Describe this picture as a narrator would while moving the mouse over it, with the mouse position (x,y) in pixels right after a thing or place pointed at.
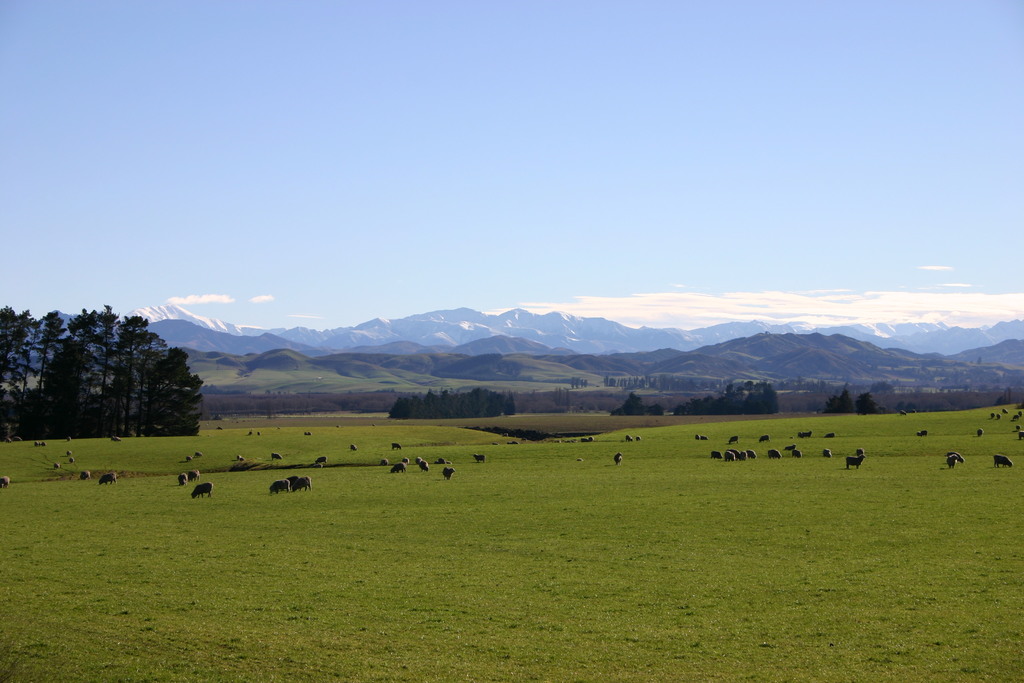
A herd of sheep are grazing, in the left side (119,410) there are trees (135,410). These are the hills (477,367) in the long backside of an image.
